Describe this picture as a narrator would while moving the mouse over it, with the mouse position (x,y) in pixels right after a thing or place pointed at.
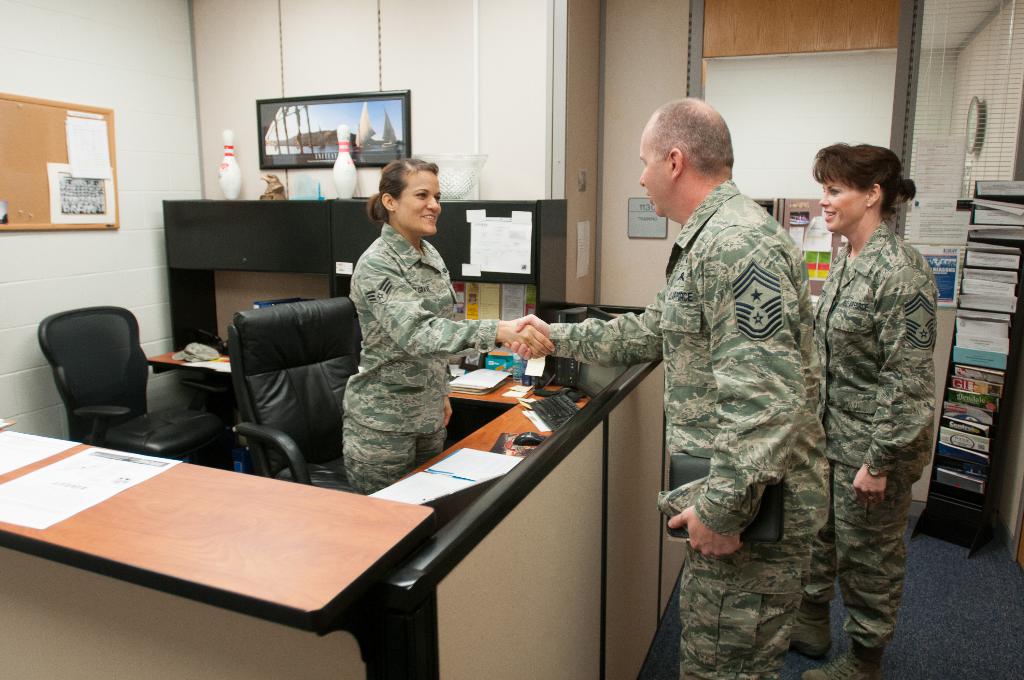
There are three persons (626,317) standing. There are two empty chairs (276,417). This is a table (471,433) with a keyboard (548,417), mouse (527,437), files (487,472), computer monitor (589,384) placed on it. I can see a photo frame (300,146) attached to the wall (315,41). And these are the pins (343,173) and glass bowl (449,190) placed on the desk (467,273).
